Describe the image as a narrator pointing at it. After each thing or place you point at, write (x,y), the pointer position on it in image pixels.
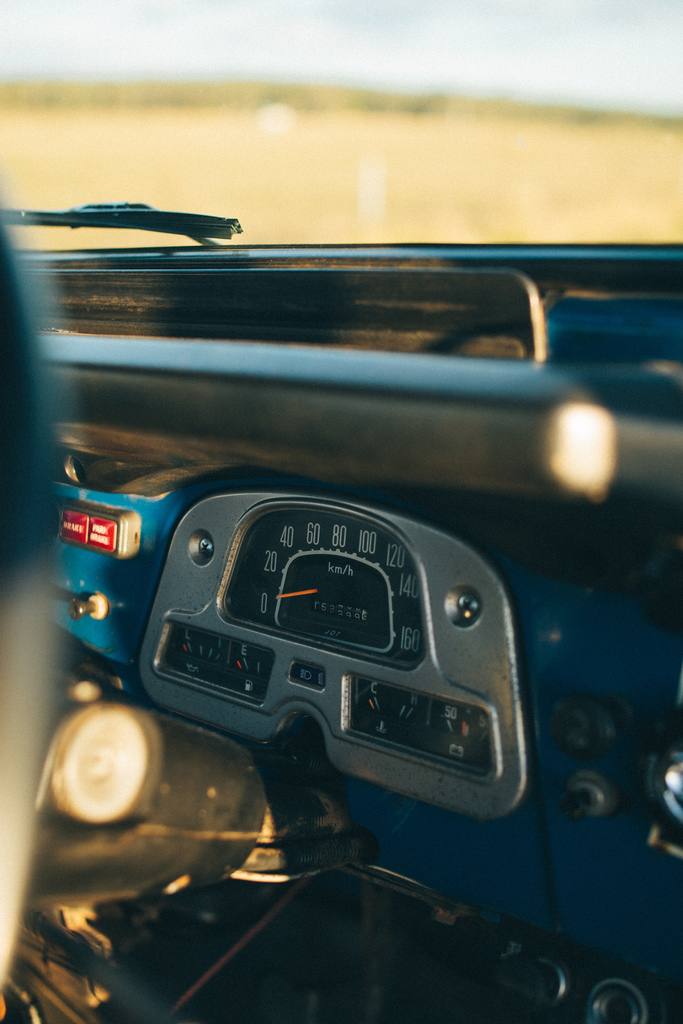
In this picture, it seems to be the inside parts (347,386) of a car (342,381) in the image.
